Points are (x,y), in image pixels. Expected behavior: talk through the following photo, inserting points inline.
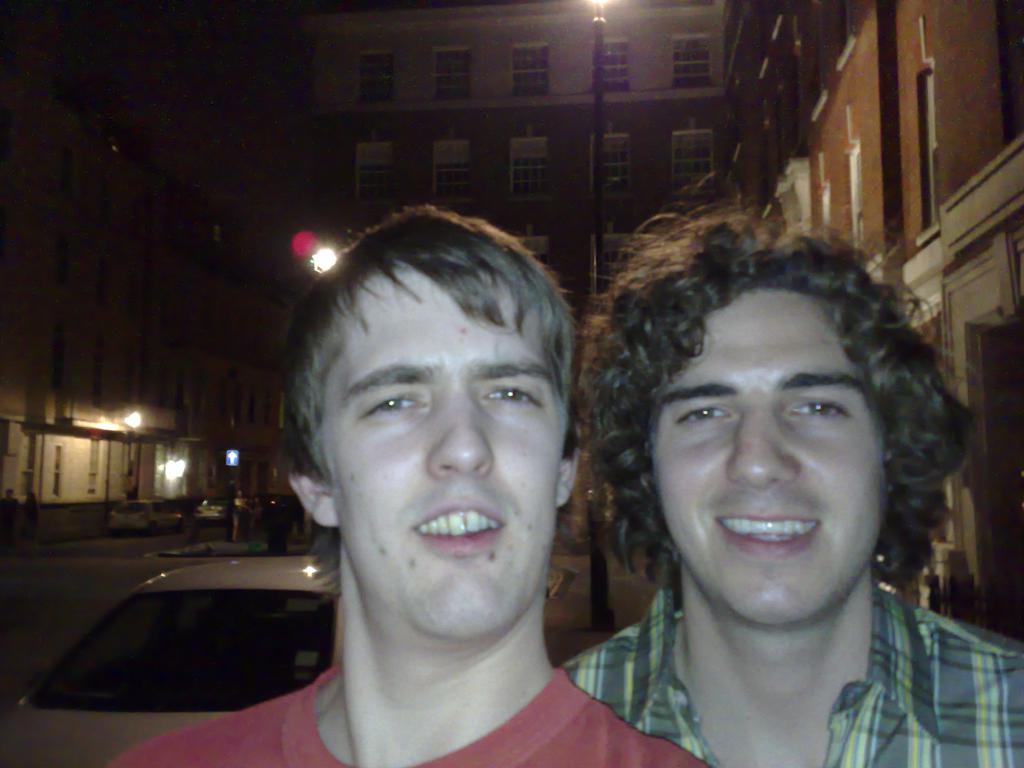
As we can see in the image in the front (498,593) there are two people (464,500). The man (779,446) on the right side (855,436) is wearing green color shirt (869,684) and the man (429,670) on the left side (299,715) is wearing red color t shirt (524,761). In the background (966,51) there are buildings (126,350) and lights (297,244). Here there is a car (166,659).
